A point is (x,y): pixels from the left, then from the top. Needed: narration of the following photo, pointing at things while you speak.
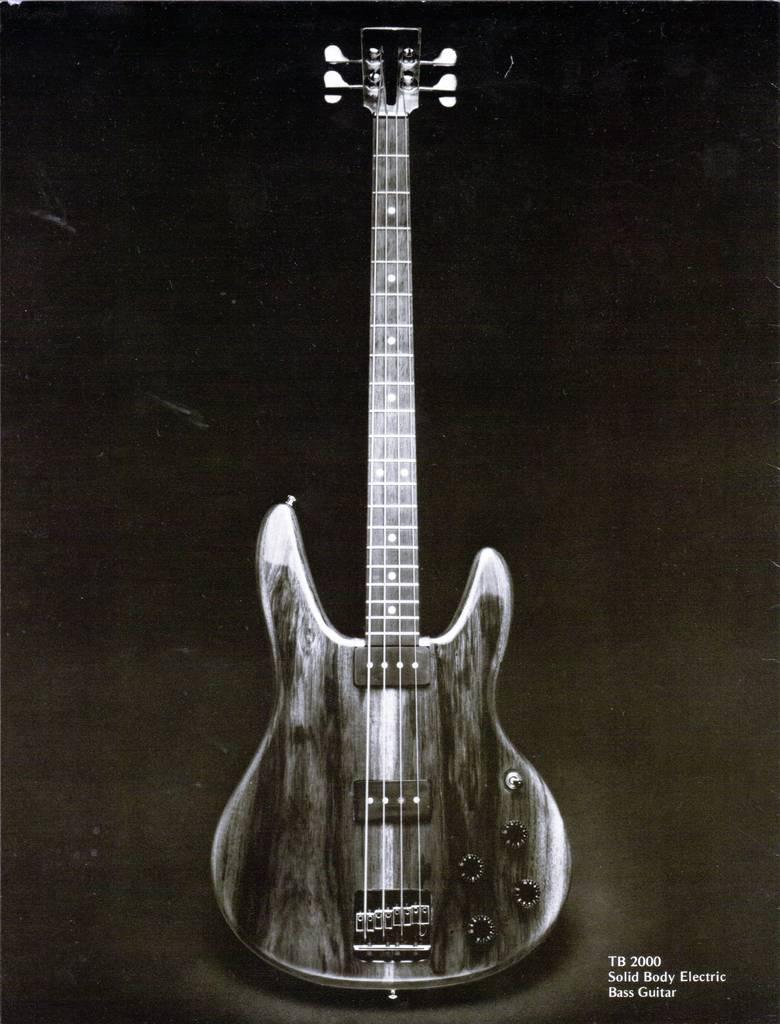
There is a guitar (380,746) and guitar (404,683) is having four strings (383,825). It is placed on a surface (188,978). In the background (561,334) is black.
